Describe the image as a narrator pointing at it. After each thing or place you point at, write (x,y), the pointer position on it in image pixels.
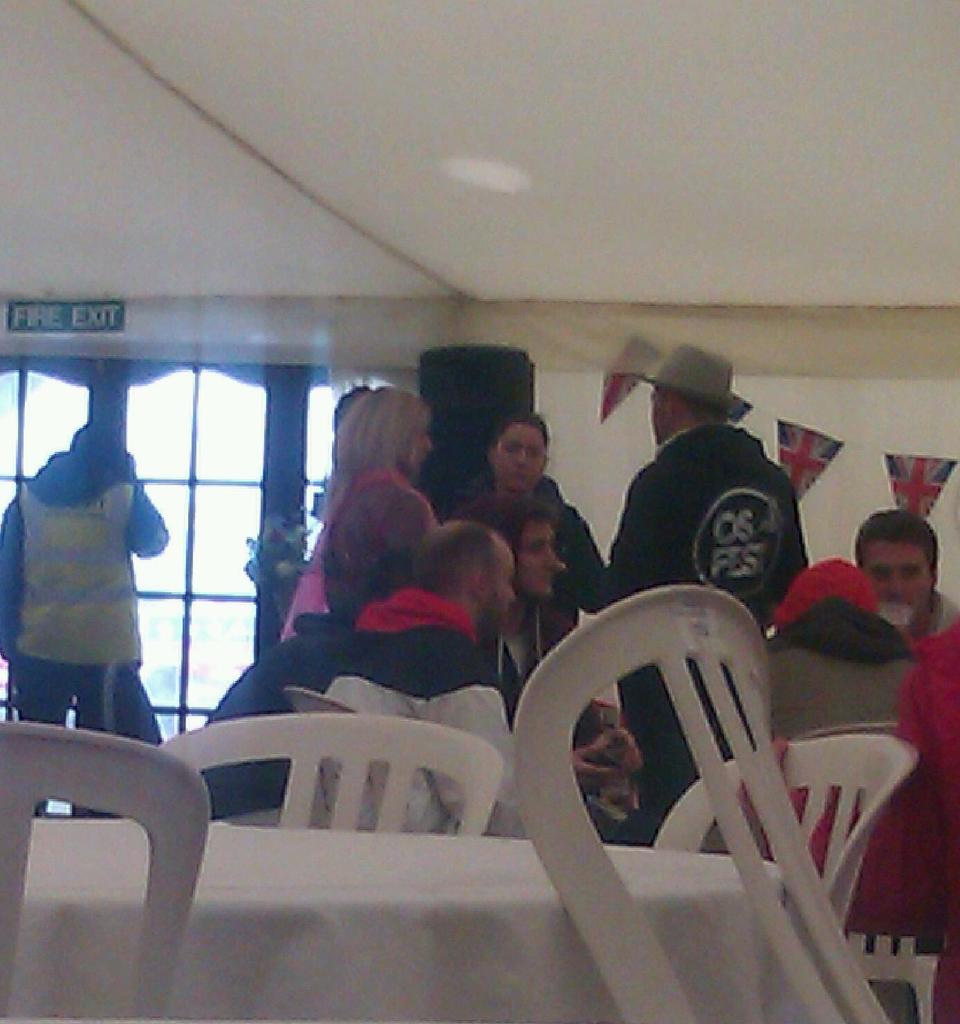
There are some people (327,525) sitting and standing and there is a fire exit (271,494) behind them.
